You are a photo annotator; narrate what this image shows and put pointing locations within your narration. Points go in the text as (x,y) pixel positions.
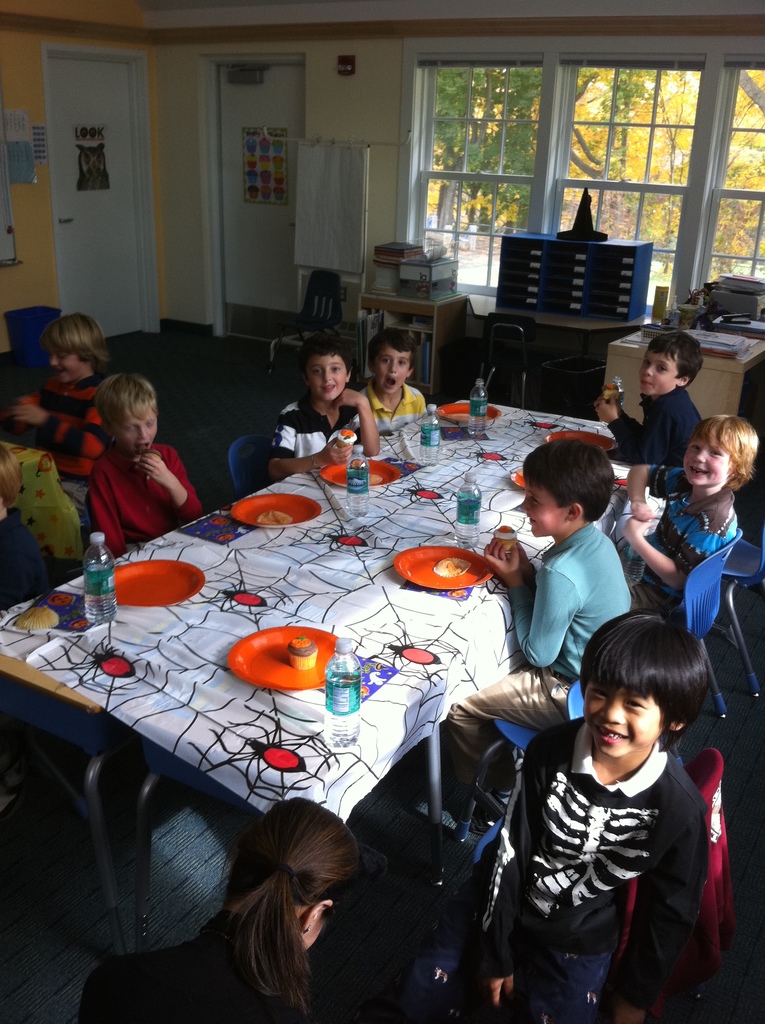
In this image I can see a group of children (553,719) who are sitting on a chair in front of a table (317,627). On the front of a table (316,615) there are few plates (287,642), water bottle (342,664) and other objects (301,641) on it. I can also see a window (589,158) and two doors (259,227).
